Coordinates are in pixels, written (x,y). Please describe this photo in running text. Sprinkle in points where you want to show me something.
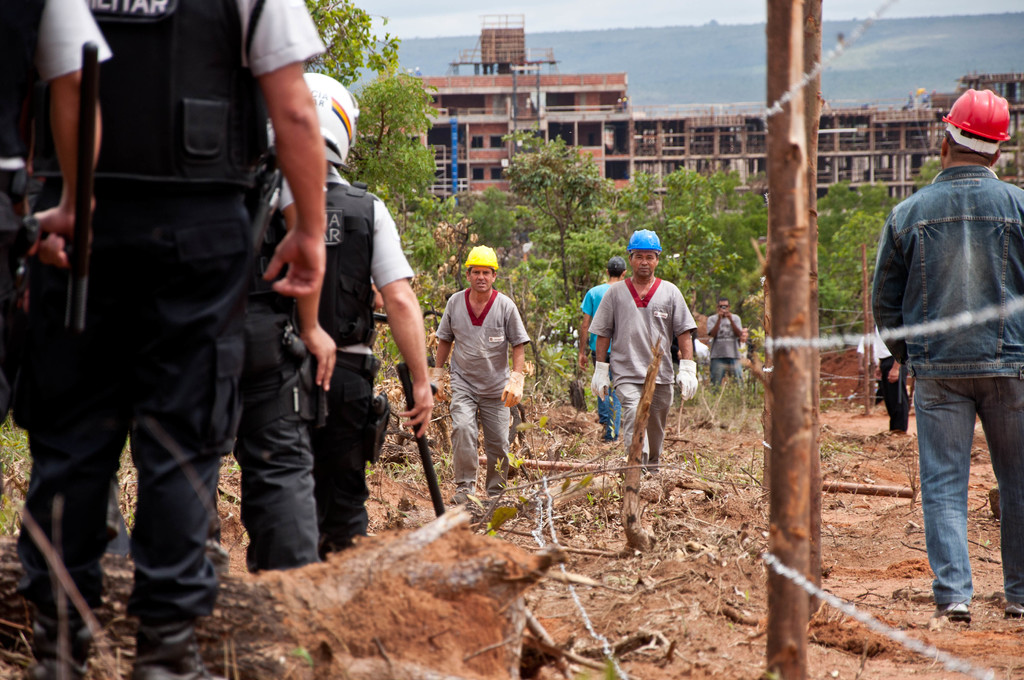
In this image we can see a few people (412,354) on the ground (480,479), among them, some are holding the objects (426,473), there are some buildings (439,147), trees (575,184) and mountains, also we can see the sky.
